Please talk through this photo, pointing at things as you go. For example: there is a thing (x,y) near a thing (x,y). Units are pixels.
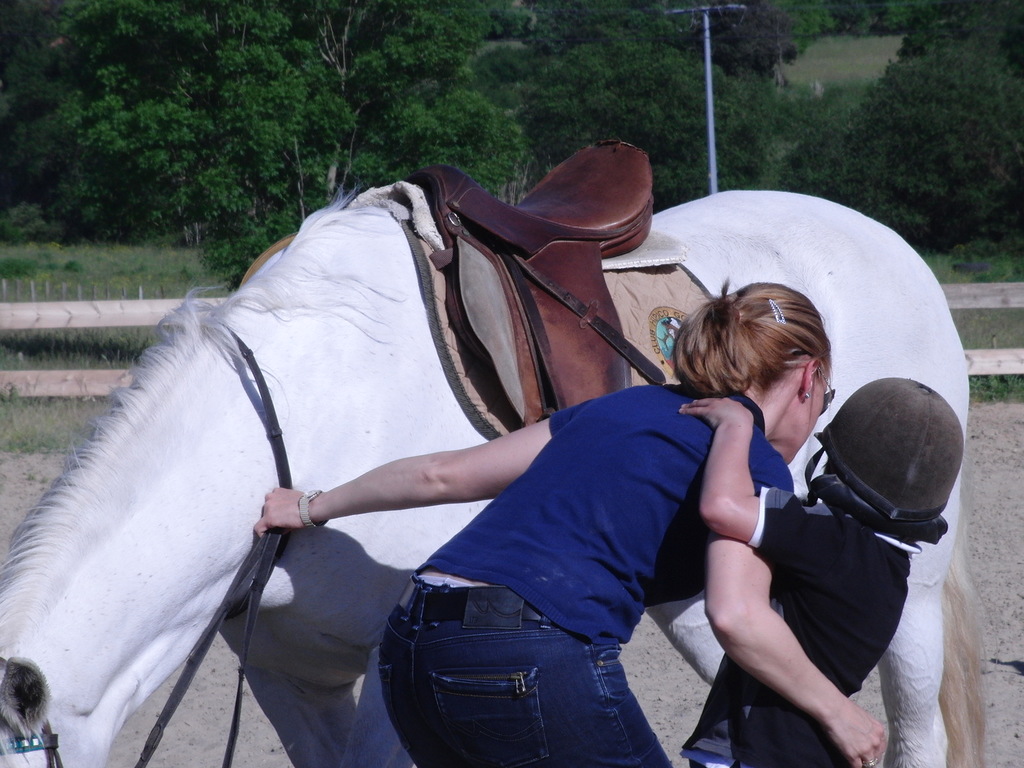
In this image there is a white horse (406,326). Beside it there is a woman (513,539) and a kid (860,522). The woman (638,584) is wearing a blue t-shirt (601,537). The kid (861,535) is wearing a helmet (880,420). In the background (480,113) there are trees (377,110).
